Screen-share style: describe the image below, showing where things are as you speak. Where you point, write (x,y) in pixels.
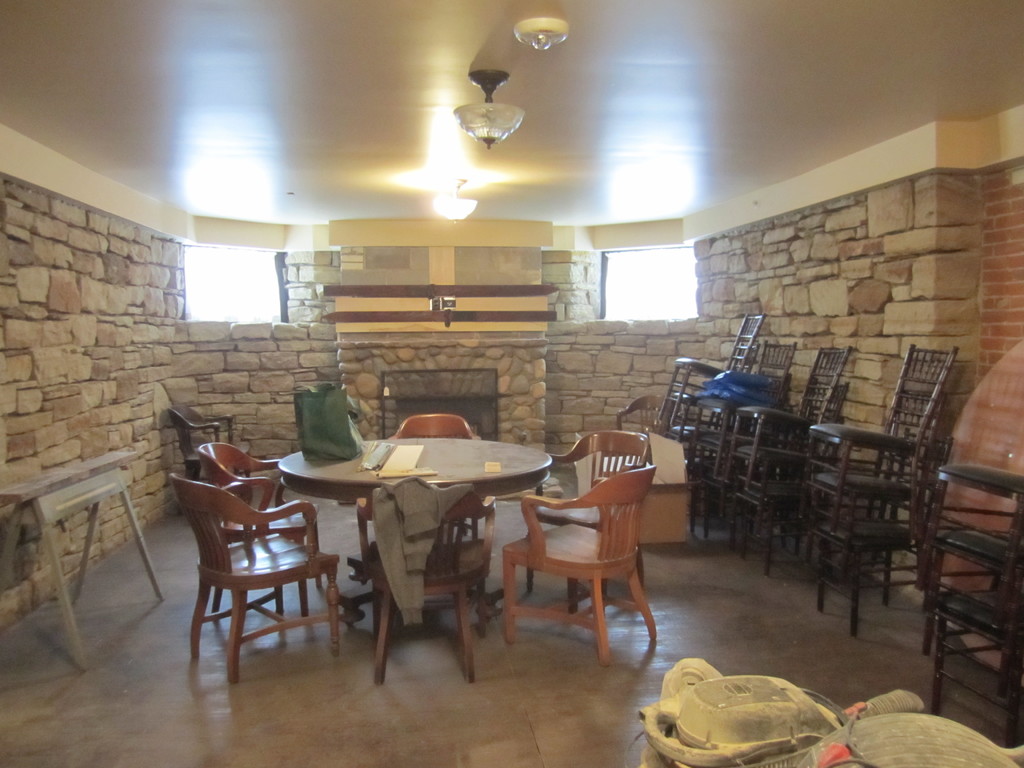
In a room (513,469) there is a round table (437,463), around that table (465,451) there are some chairs (436,432) and there are a lot of empty chairs (674,401) in front of the wall (691,349) of that room (421,627).
